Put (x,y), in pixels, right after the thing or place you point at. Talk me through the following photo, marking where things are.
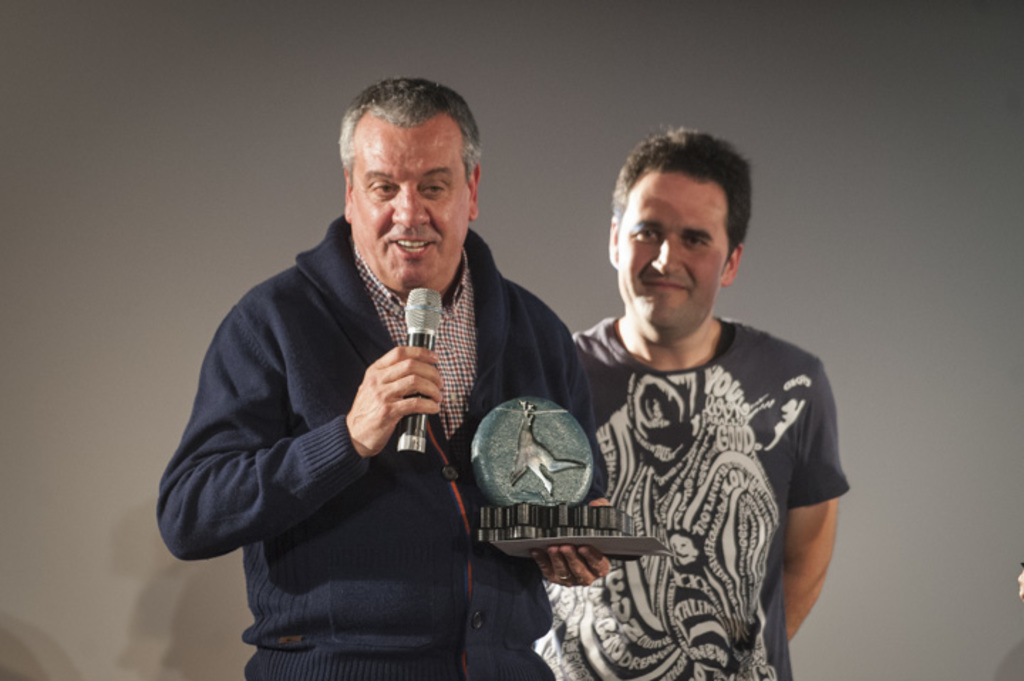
In this picture in the middle (409,290) two people (541,326) are standing. They are looking happy. In the left hand side (334,299) one person (347,384) wearing blue sweater (314,413) is holding one mic (434,321) and talking something, he is holding trophy (550,501) in his another hand (564,556). Beside him one person (745,372) he is wearing a printed grey color t shirt (745,489).
